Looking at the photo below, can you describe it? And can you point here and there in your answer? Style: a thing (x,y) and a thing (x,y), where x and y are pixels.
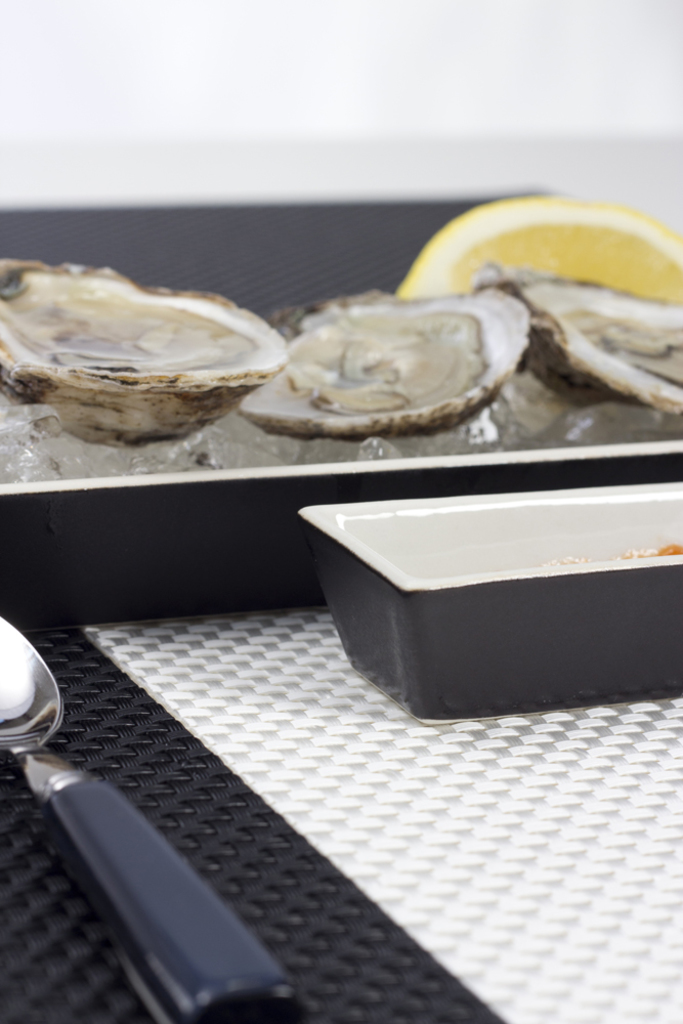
The picture consists of a table (673,956), on the table (641,989) we can see oysters (344,434), ice cubes (481,412), platter (386,468), bowl (442,560), spoon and other objects (664,755). At the top (315,99) it is blurred.
